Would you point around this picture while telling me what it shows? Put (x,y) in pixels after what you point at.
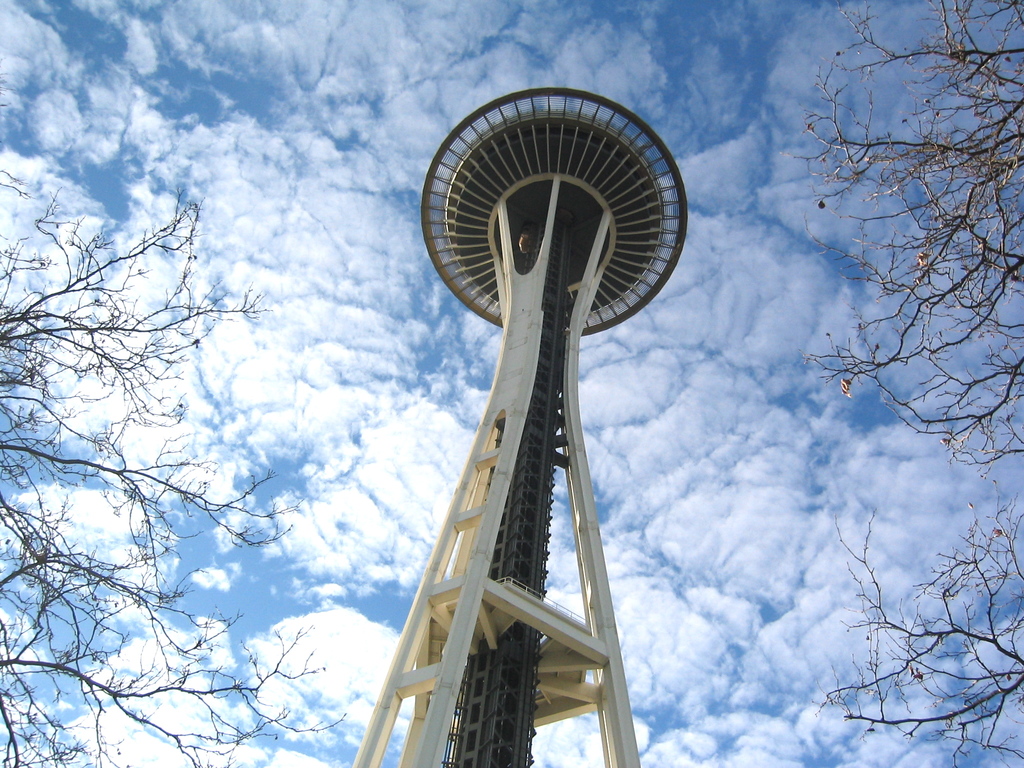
In this image we can see a tower (534,349), there are trees (104,468) on left (195,563) and right side of the image (981,514) and top of the image (319,166) there is sunny sky (319,314).
